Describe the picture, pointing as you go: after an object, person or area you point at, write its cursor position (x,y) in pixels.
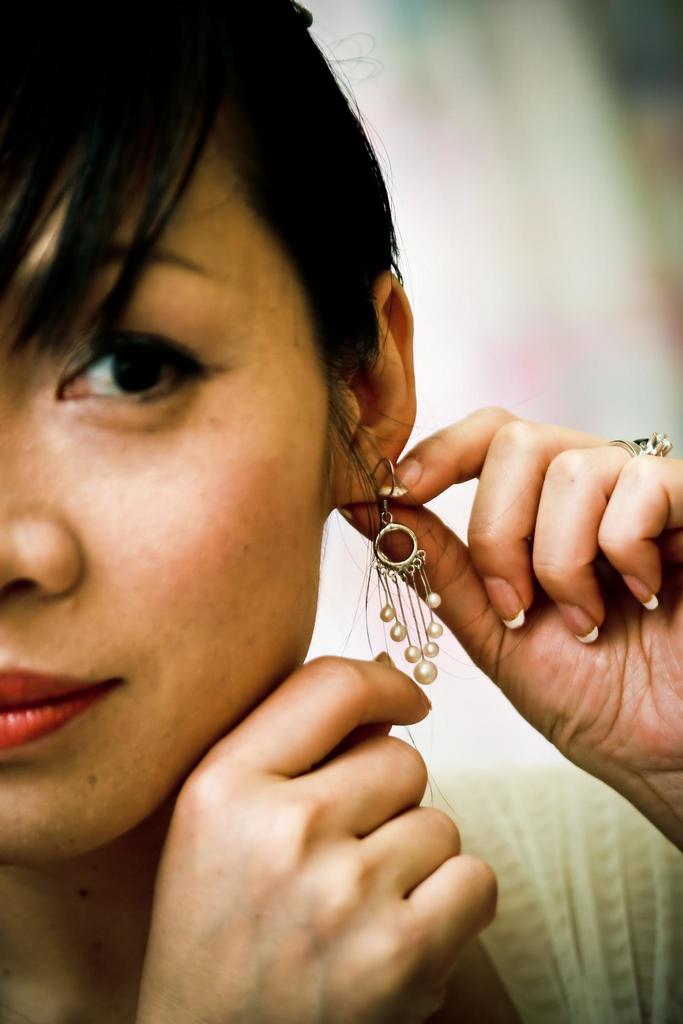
In this image, I can see the woman (162,767). This looks like an earring (405,584). The background (569,382) looks blurry.
